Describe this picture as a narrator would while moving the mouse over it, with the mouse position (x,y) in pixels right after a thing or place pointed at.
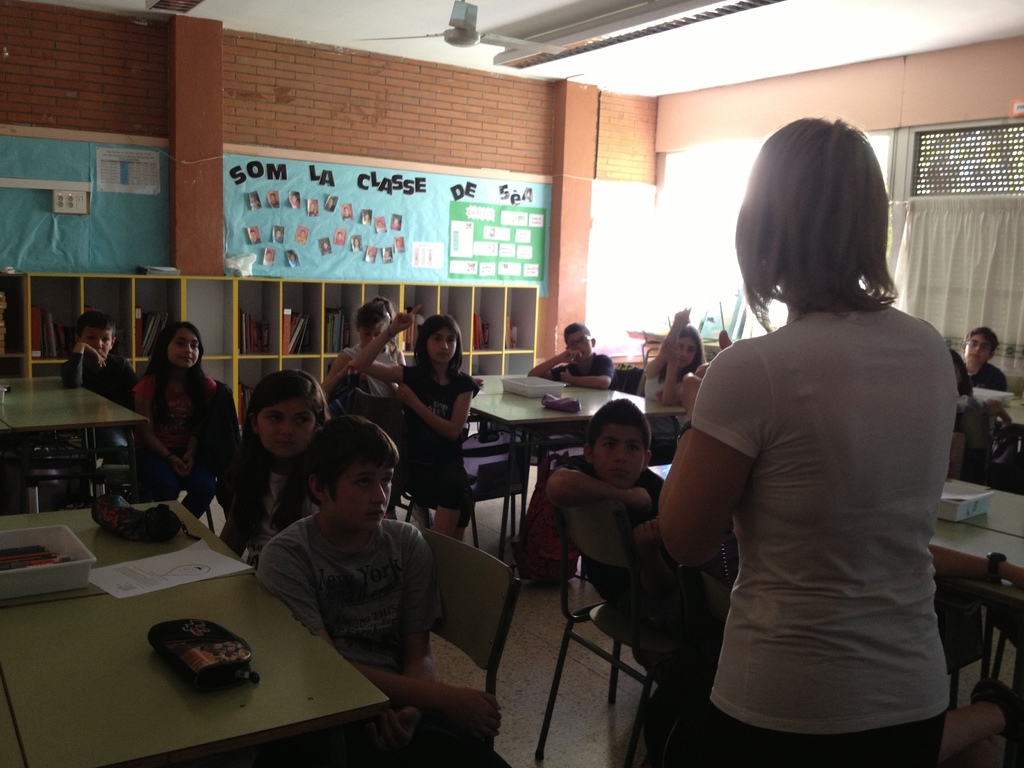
This image look like it is taken in a class room (711,252). There are many people (723,339) in this image. All are sitting in the chairs (92,497) near the tables (48,422). In the front (851,482), the woman (840,483) is standing. She is wearing a white color t-shirt (835,498). To the left (125,640), on the table (127,609) there is a paper (114,587) a tray (51,582). In the background (235,96) there is a wall (209,274) on which some pictures (266,254) are posted.
